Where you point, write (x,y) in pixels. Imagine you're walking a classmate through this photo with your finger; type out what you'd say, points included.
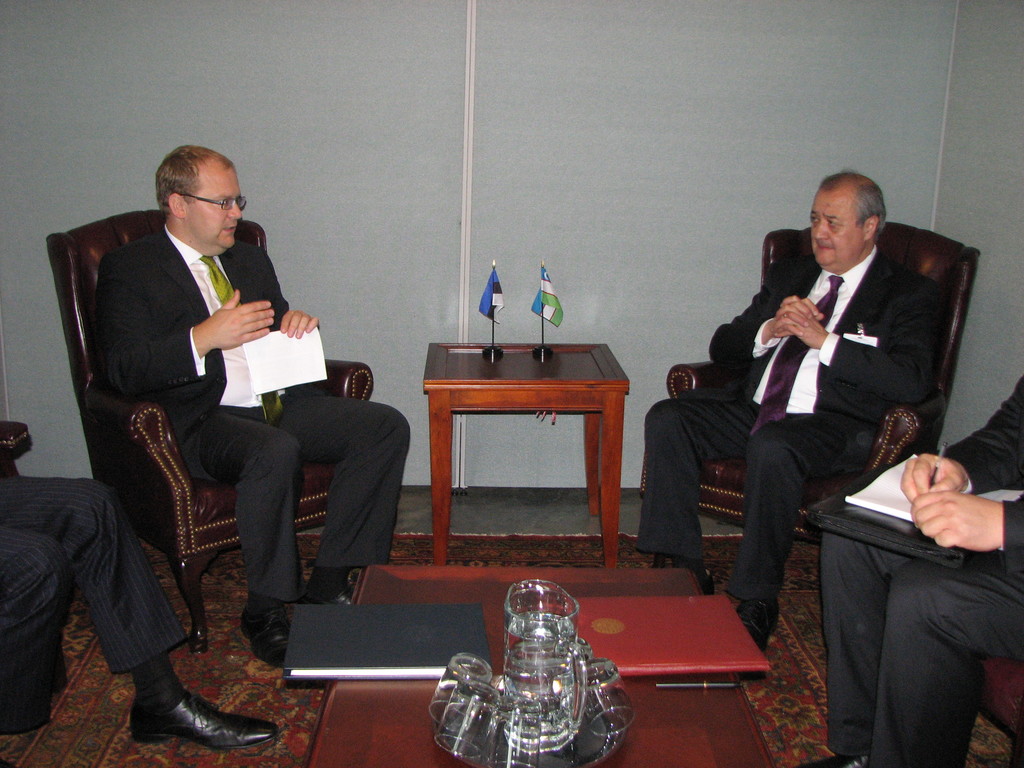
There are three persons (395,438) sitting on the chairs (732,472). This is a small table (495,625) with a water jug (546,671) and tumblers (594,667), files (624,652) and pen (694,686) placed on the table (673,697). This is a small teapoy (551,375) with two flags (495,271) placed in it. At the left corner of the image (109,574) I can person legs (113,601). This looks like a carpet (279,737) which is on the floor (87,715).
